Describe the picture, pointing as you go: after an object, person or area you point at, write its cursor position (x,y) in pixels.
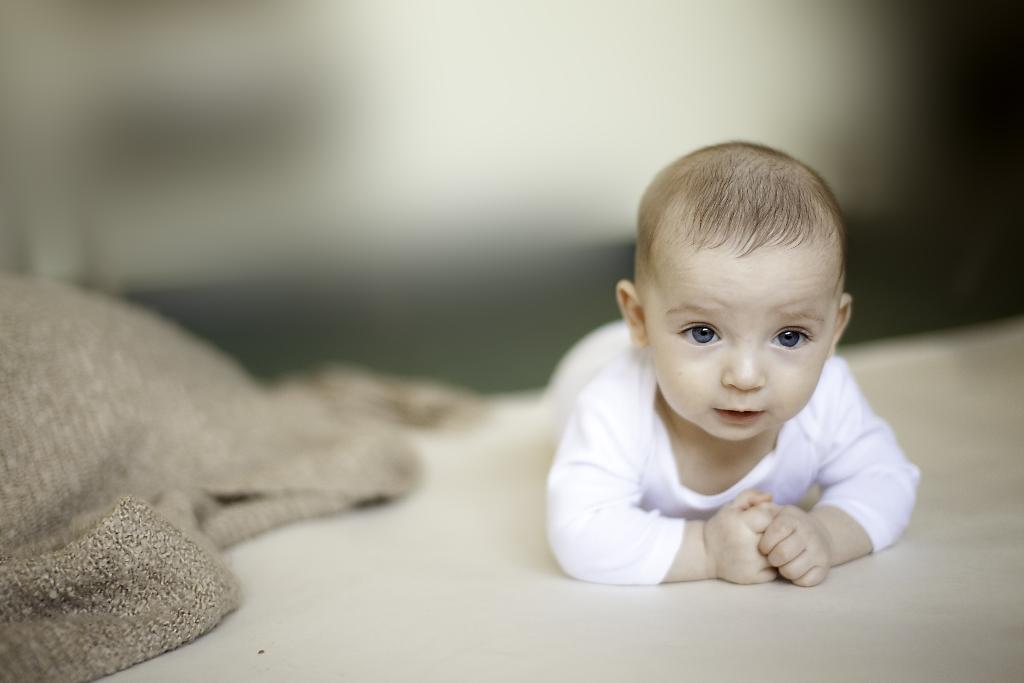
The baby (696,375) in white T-shirt (864,465) is looking at the camera. The baby (729,481) might be on the bed (542,577). On the left side (200,439), we see a blanket (224,499). In the background (360,207), it is blurred.
